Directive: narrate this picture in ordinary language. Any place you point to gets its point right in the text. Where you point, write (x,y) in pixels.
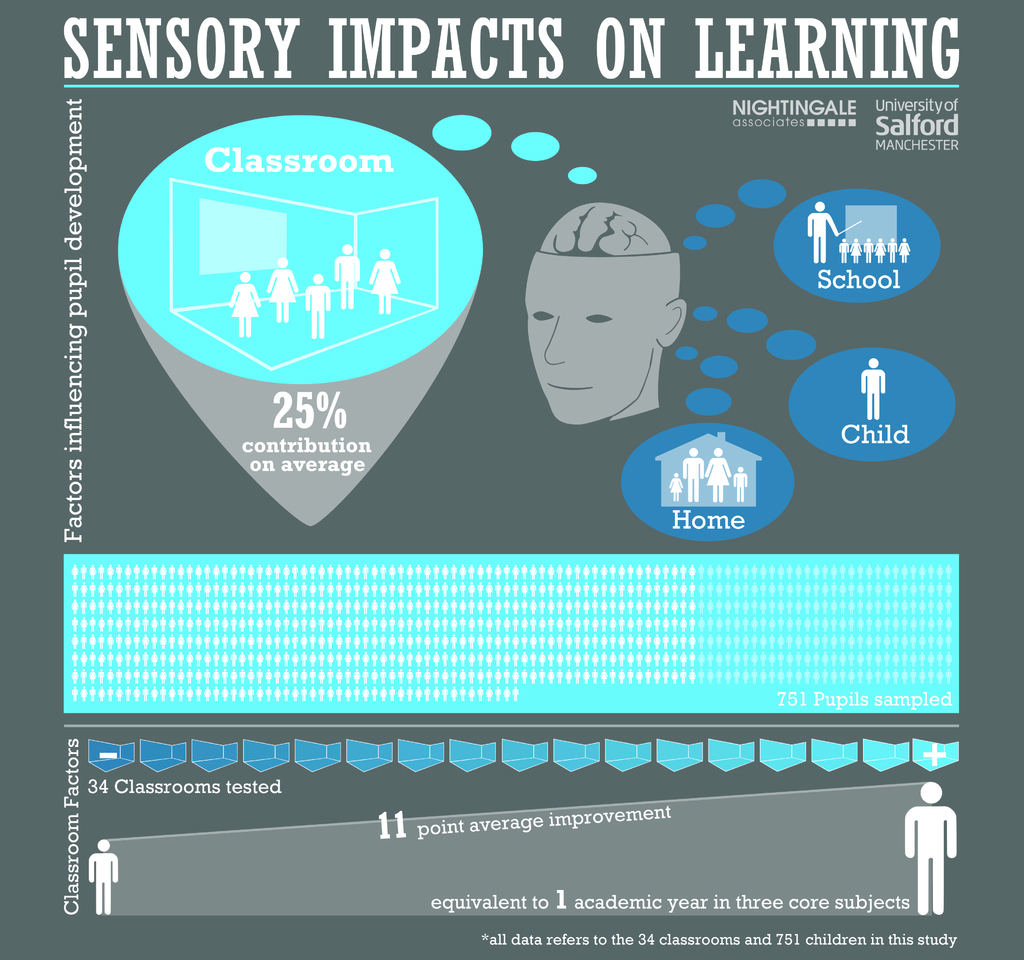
This is an edited image. In this image we can see some pictures (442,283) and text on it.
